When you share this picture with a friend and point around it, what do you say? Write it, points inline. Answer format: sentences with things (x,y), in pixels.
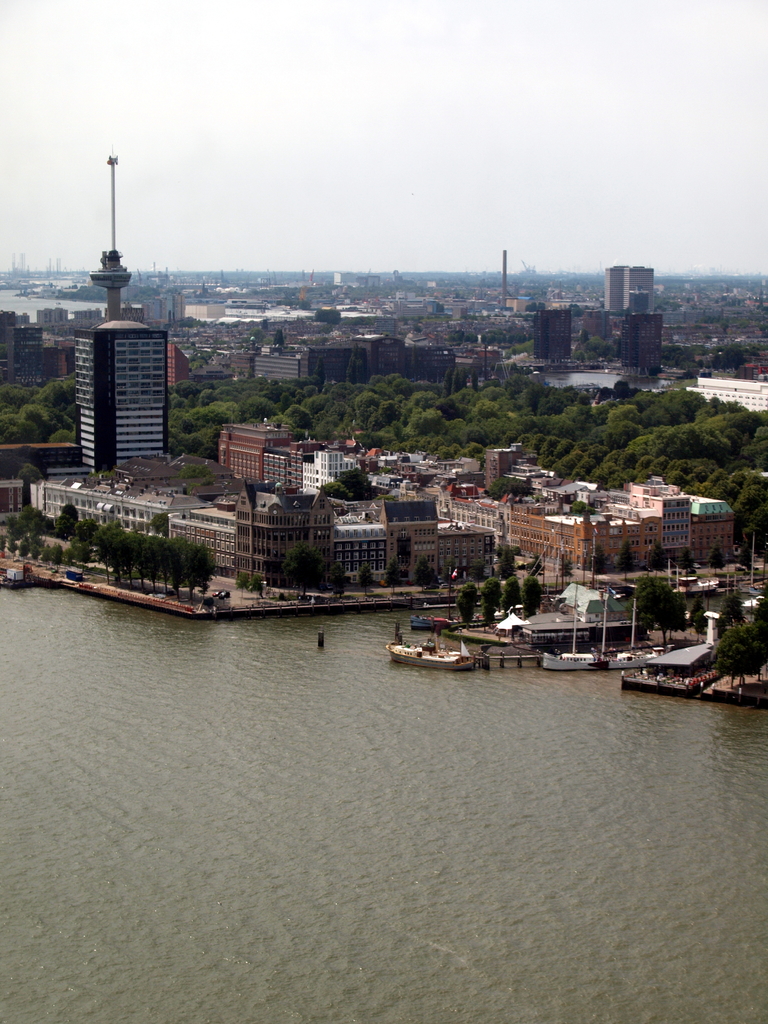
In the image we can see there is a river (394,845) and there are buildings (331,527). Behind there are trees (726,641) and there is a clear sky (440,217) on the top (311,90).
